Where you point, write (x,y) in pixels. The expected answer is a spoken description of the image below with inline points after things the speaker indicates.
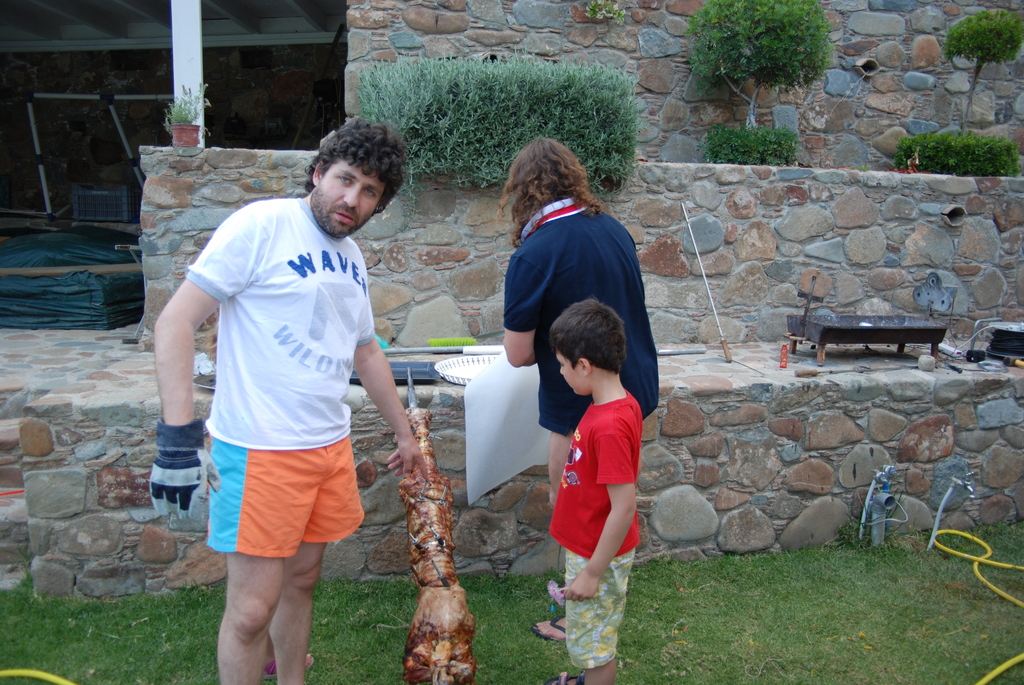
In the picture I can see a man (345,196) left side (328,371). He is wearing a white color T-shirt (310,298) and there is a glove (157,478) on his right hand (195,491). I can see a boy (611,455) on the right side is wearing a red color T-shirt (587,456). I can see the grilled meat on a spit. There is another person (559,233) wearing a T-shirt (568,305). I can see the water tap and water pipe (936,537) on the green grass (965,591). There is a green grass (899,600) at the bottom of the picture (970,570). I can see the kitchen accessories (866,336). I can see the trees (734,58) and bushes (472,89) at the top of the picture (541,101). I can see a plant pot (196,122) on the left side (201,110). I can see a plastic stock box (110,196) on the left side (84,206). It is looking like a roof (126,32) on the top left side of the picture (204,37).
